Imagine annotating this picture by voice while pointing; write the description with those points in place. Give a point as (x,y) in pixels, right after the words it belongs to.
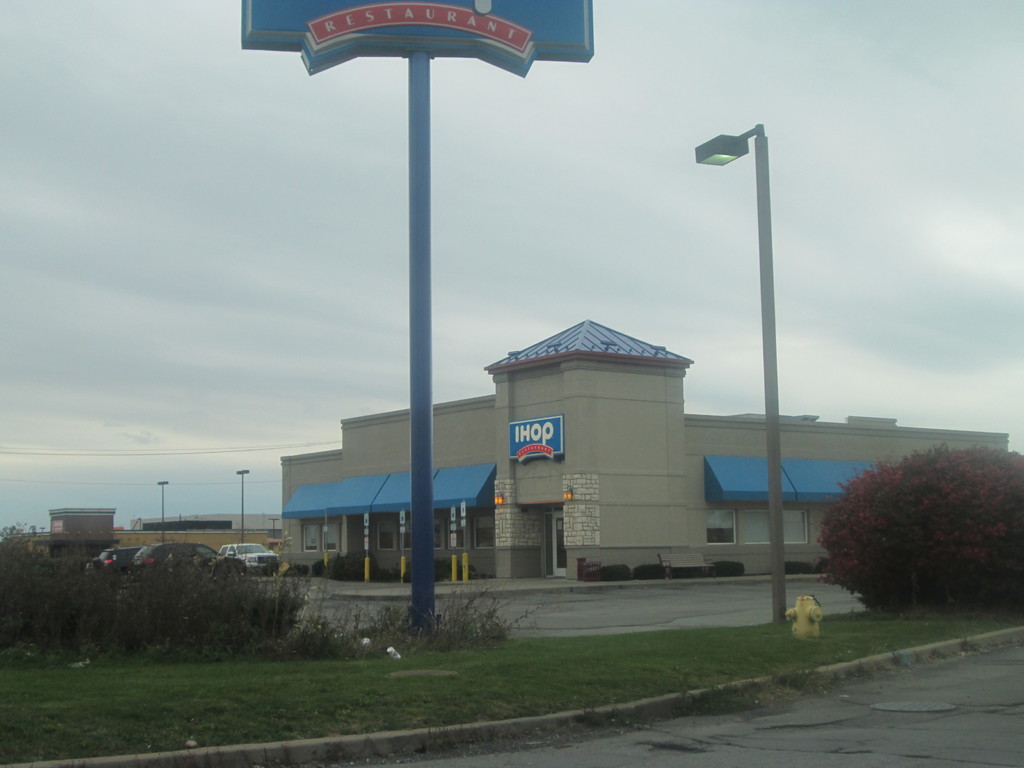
This looks like a name board (475,30), which is attached to the pole (420,484). Here is a building (434,509) with a name board (533,442). These are the lamps (572,490) attached to the wall (674,522). I can see the windows (731,528). This is a tree (847,551). These are the small plants (258,618). This looks like a street light (768,210). I think this is a fire hydrant (793,629). I can see the cars (169,556), which are parked. This is the grass (346,688).
